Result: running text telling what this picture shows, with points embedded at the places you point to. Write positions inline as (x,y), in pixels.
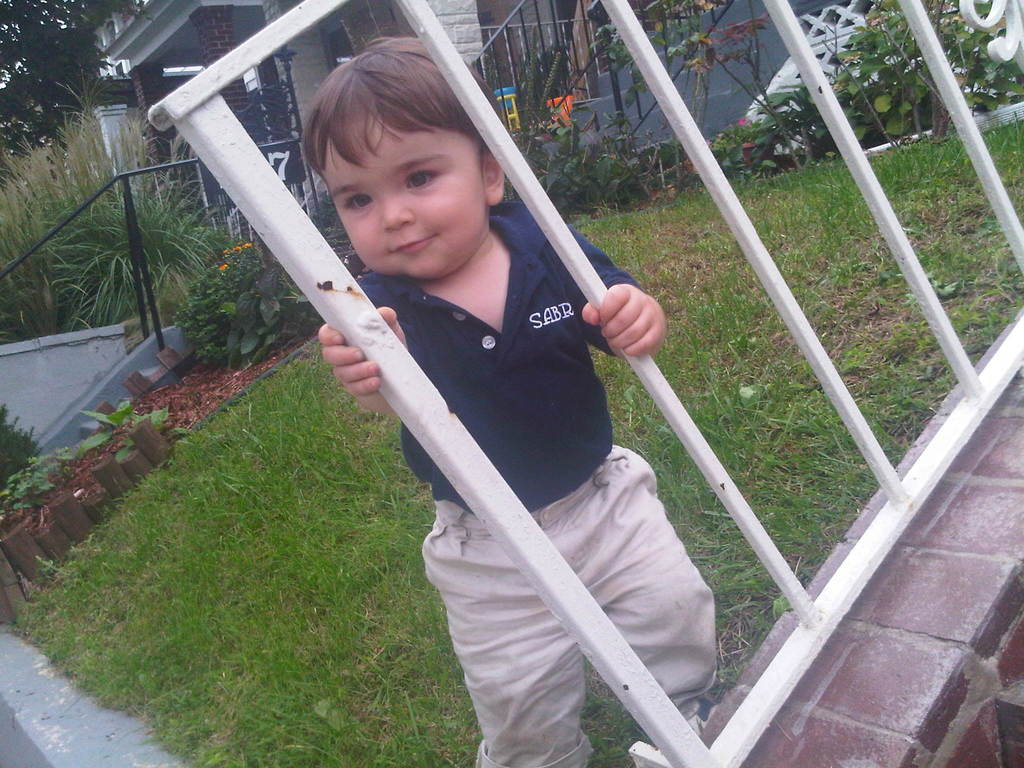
In this picture we can observe a boy (498,424) standing near the white color railing (339,314) on the ground (311,581). We can observe some grass (400,496) and plants (110,435) on the ground (72,493). In the background (234,99) there is a house (400,28) and a tree (44,55).
